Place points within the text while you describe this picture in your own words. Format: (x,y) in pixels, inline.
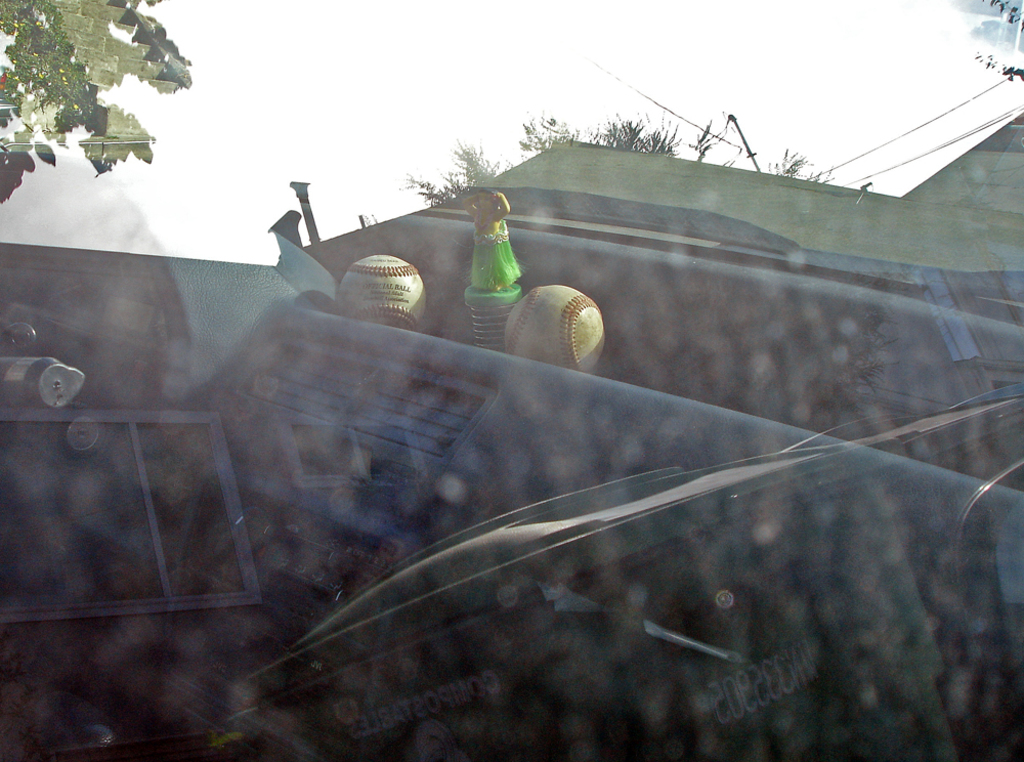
In this picture we can see roof (897,224), balls (590,330), we can see a object (501,249) having spring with brush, we can see some trees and car dashboard (391,509).
